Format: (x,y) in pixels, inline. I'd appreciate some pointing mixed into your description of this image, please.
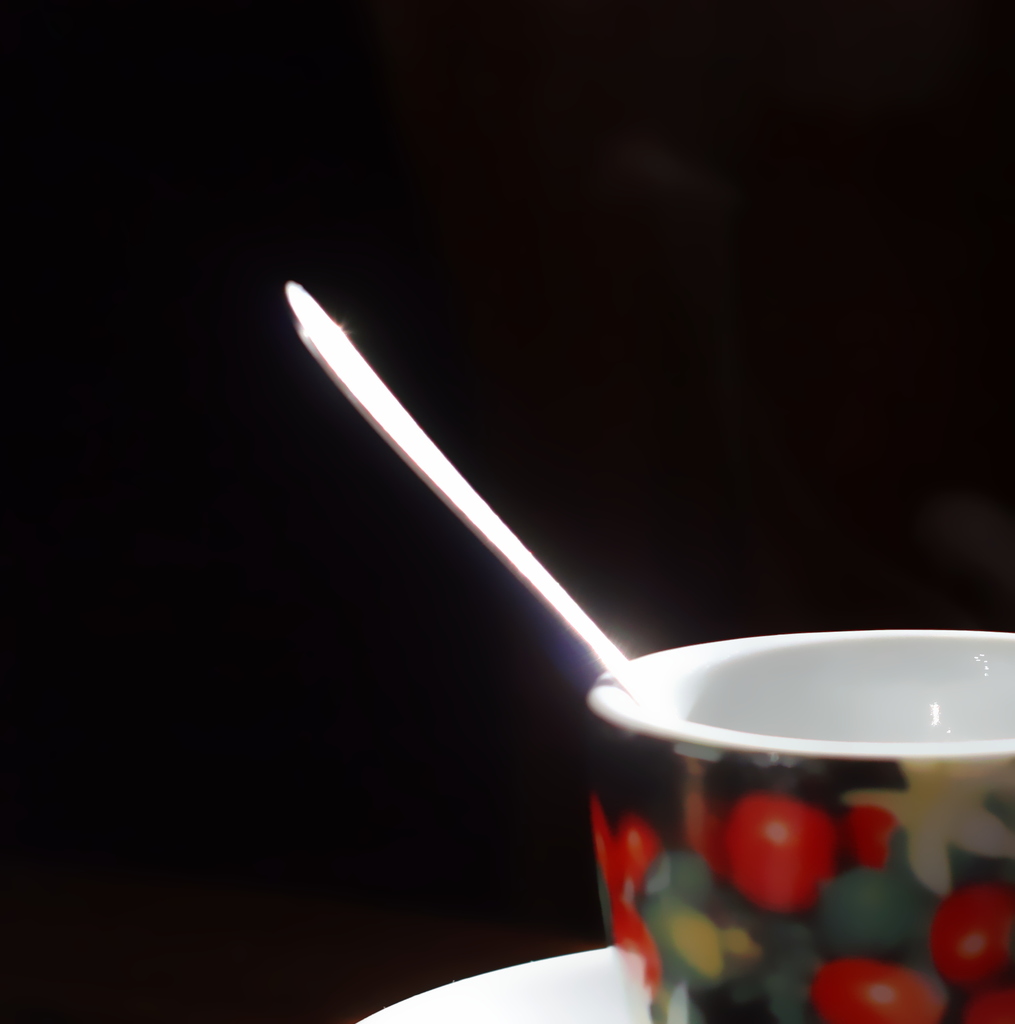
In this image we can see a bowl (803,853) with a design (789,863) and a spoon (574,622) in the bowl (748,877) and a dark background (87,612).
